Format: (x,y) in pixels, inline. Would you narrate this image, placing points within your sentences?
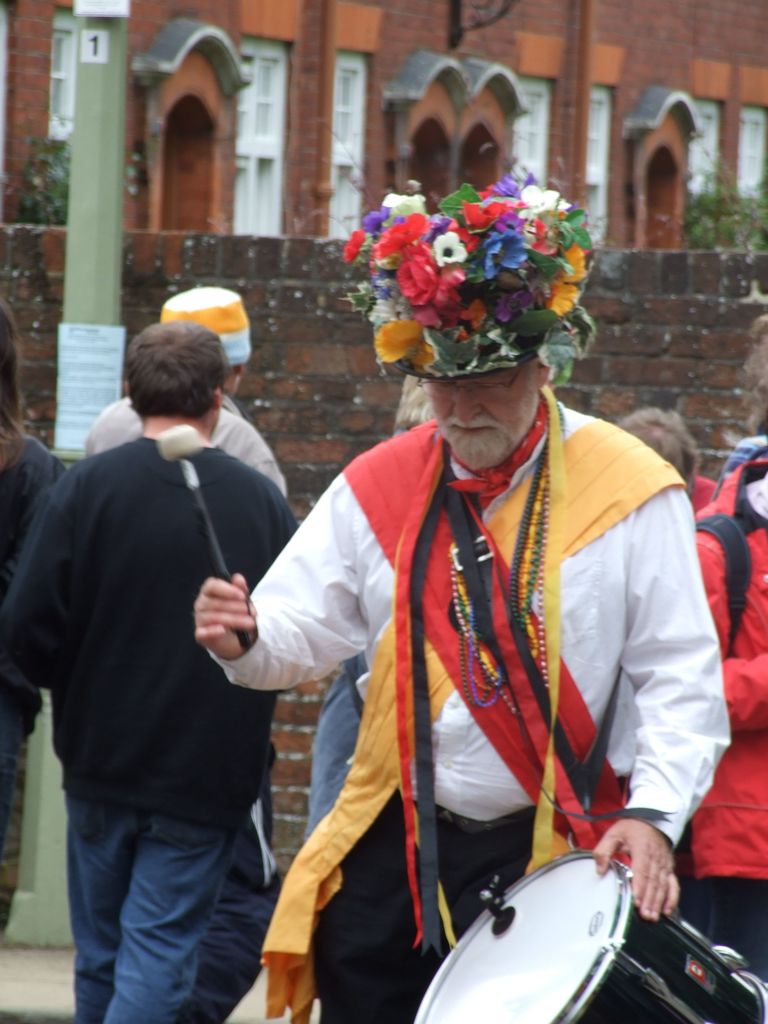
In the picture a person (519,685) is wearing a different costume (496,476) with a flower helmet (547,312) playing drums (644,938) with a stick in his hands (199,632) there are some people (179,420) walking behind him there is a wall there is a pole (114,164) there are some plants (707,219) there is a building (475,160).
